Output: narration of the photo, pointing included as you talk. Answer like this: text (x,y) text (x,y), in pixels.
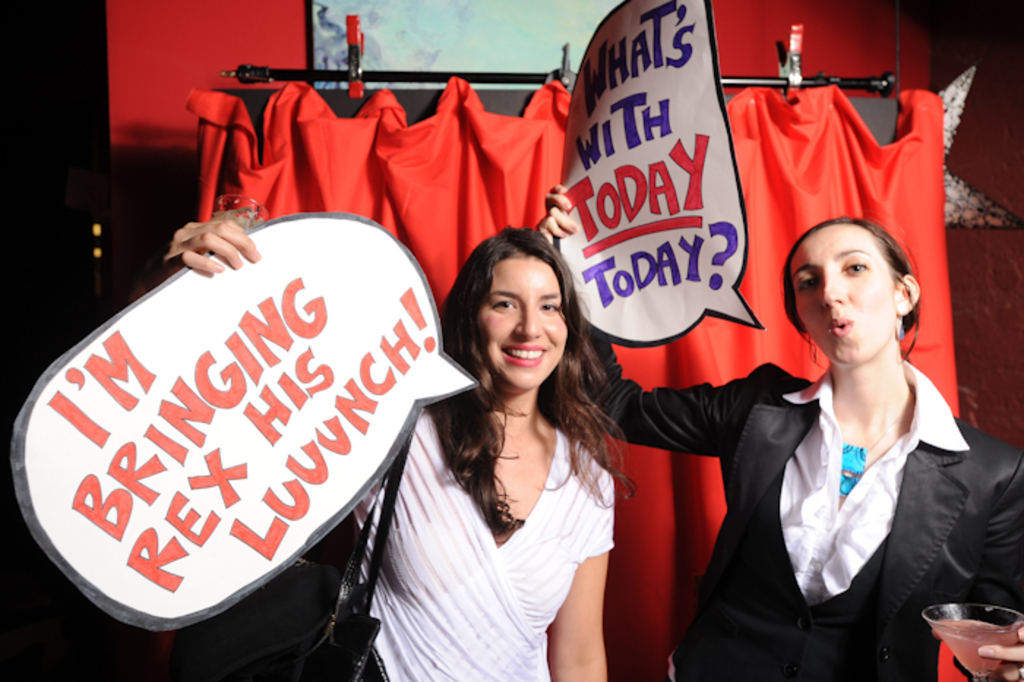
In this image we can see women (604,490) standing and holding papers (165,372) with some text (595,284) in their hands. In the background (511,159) there is a curtain (559,100), decor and a wall hanging (329,88) to the wall (998,88).
